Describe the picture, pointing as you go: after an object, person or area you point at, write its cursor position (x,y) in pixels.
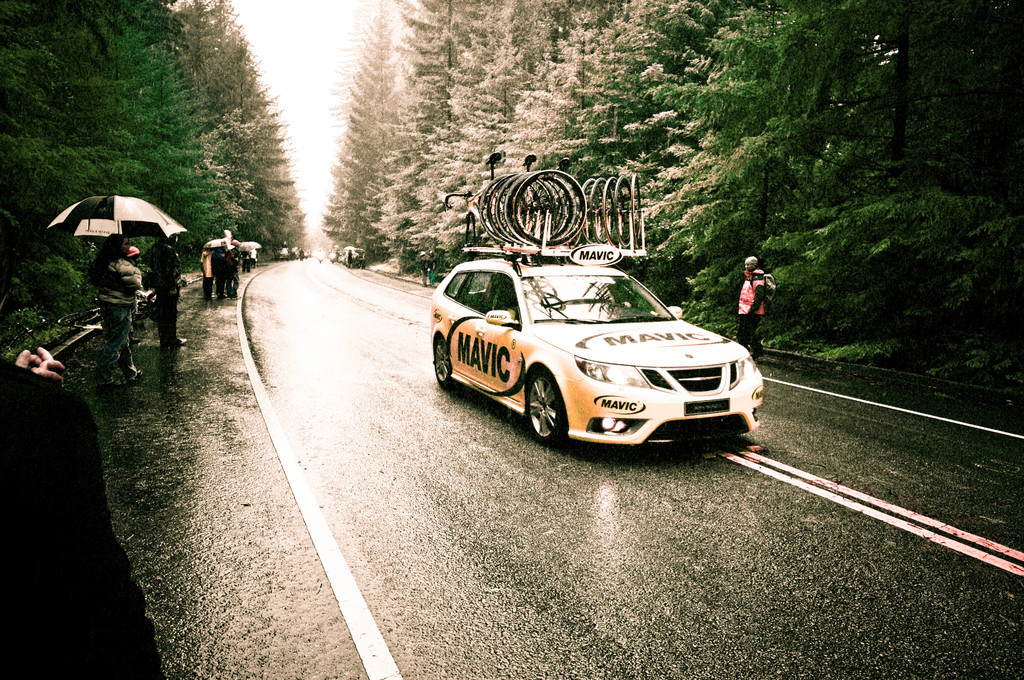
This is an edited image. There are trees (400,77) at the top (218,142). There is a car (544,334) in the middle (455,356). There are some persons (132,263) holding umbrellas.
